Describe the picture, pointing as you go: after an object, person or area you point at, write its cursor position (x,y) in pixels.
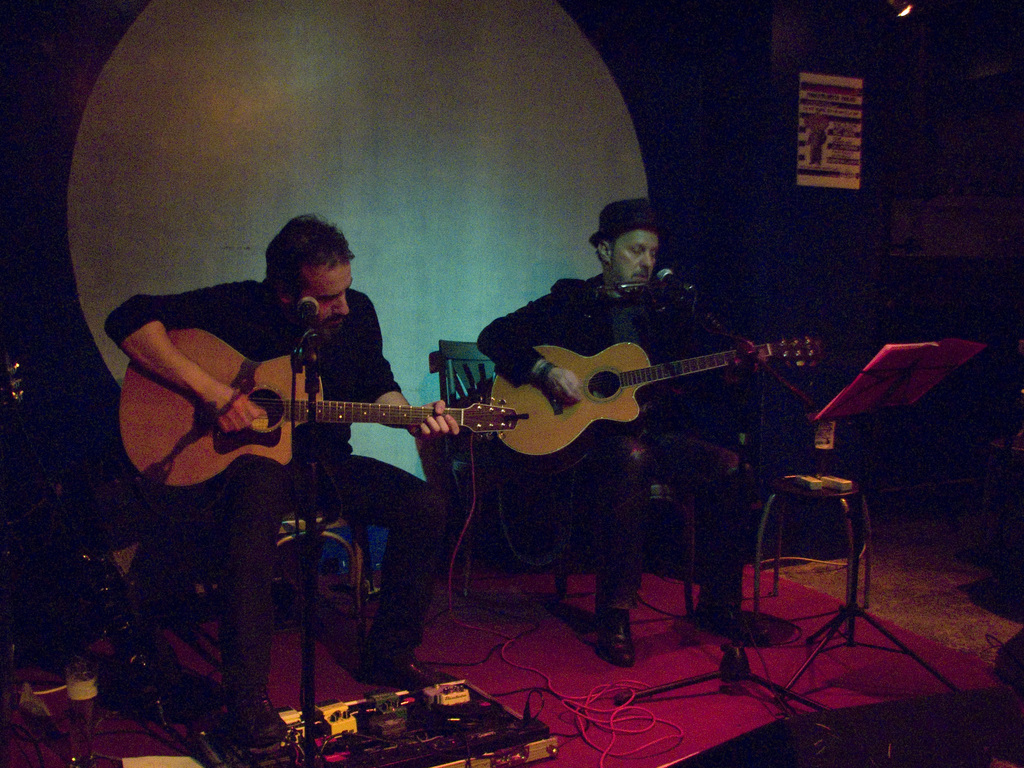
Here we see two men (240,724) seated on the chairs (469,361) and playing guitars (807,361).
